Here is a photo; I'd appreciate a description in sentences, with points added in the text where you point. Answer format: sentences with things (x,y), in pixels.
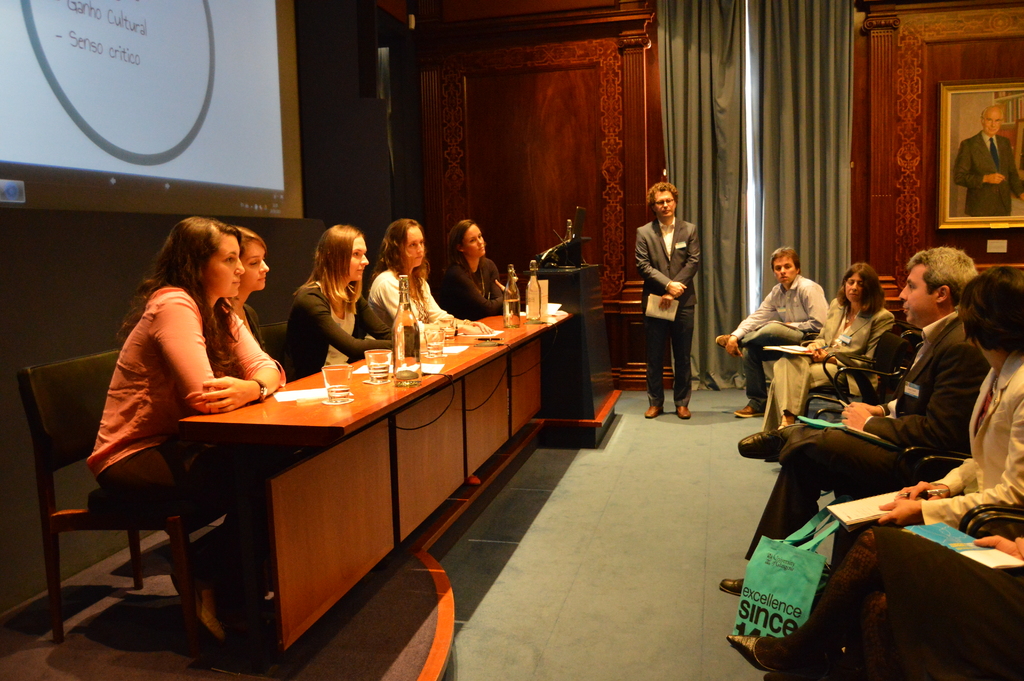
there are many people (474,260) sitting in a chair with a table (347,584) in front of them a person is standing near to them.
